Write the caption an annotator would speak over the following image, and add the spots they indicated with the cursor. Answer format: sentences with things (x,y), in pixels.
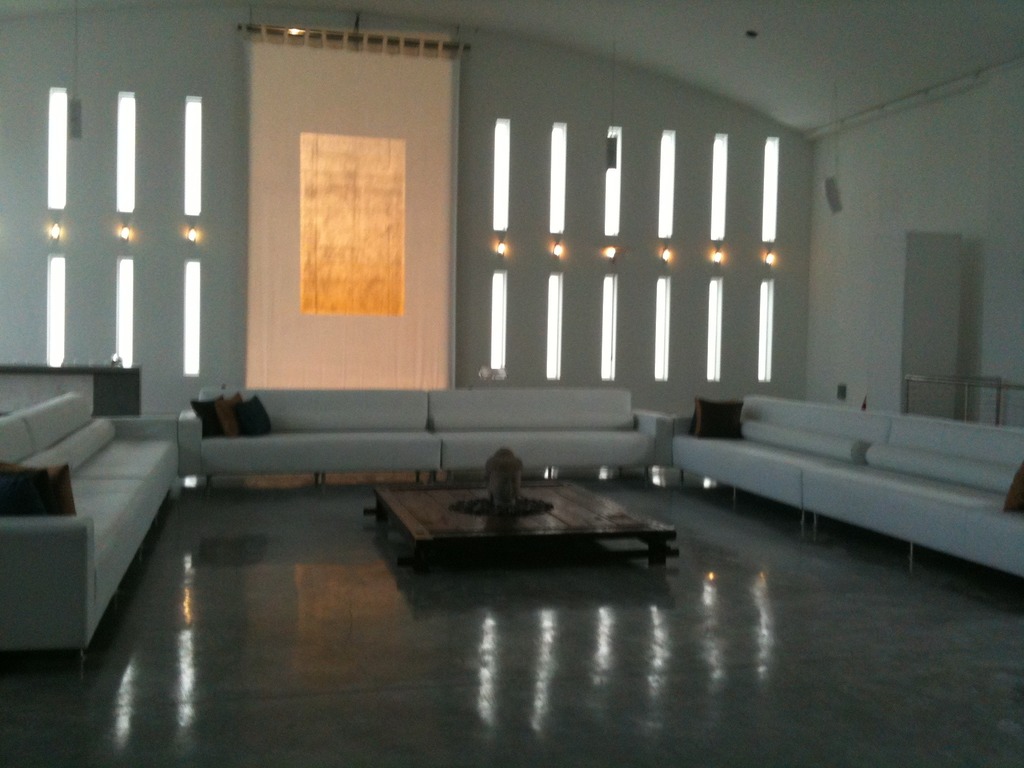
In this picture there are many unoccupied white sofas (446,427) and there is a brown color center table (568,534) and in the background (397,331) we observe many beautiful designed lights (53,231), yellow curtain (338,280) and to the right side (925,340) we observe a white color container (937,286).
